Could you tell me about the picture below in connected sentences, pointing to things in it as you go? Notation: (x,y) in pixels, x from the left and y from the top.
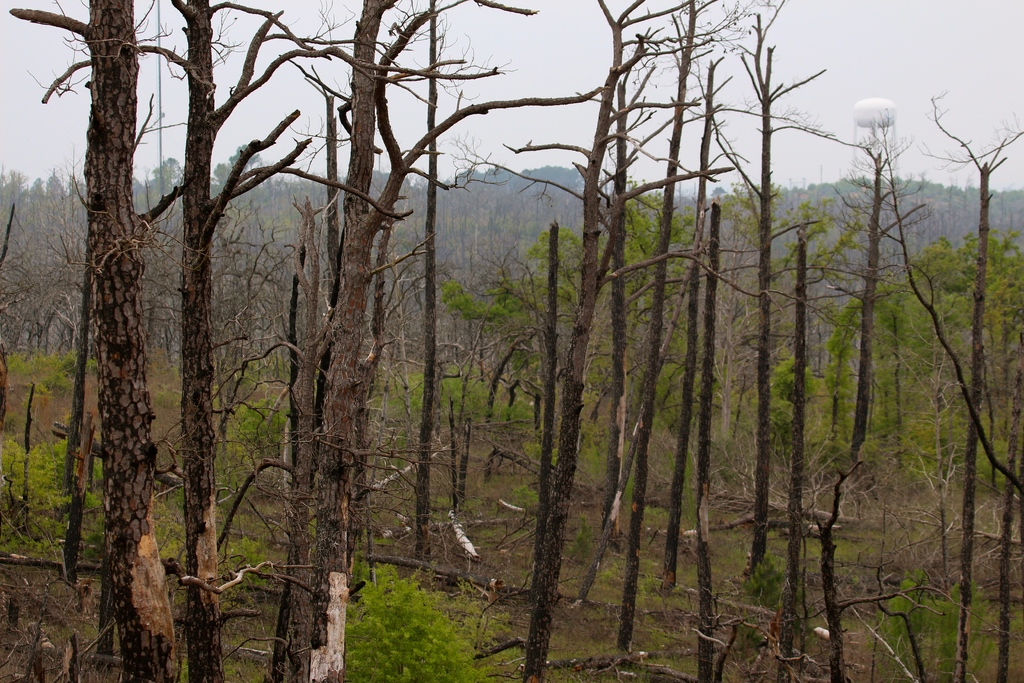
In this picture we can see few trees (571,427) and wooden trunks (707,520), in the background (887,121) we can see a tower (867,113).
